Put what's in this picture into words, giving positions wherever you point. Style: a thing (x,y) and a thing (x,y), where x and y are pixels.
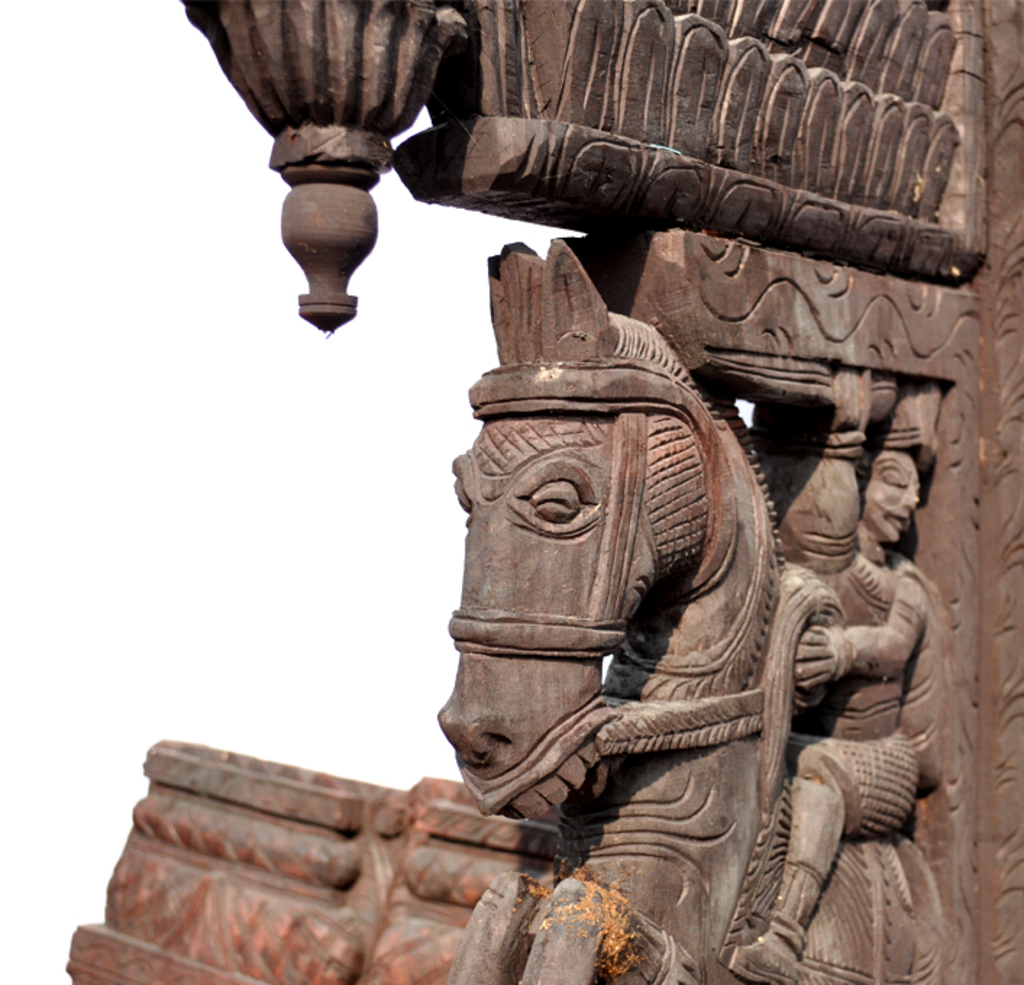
In this image I can see a wooden object (656,155) with some carvings (809,617). The background (211,462) is in white color.
